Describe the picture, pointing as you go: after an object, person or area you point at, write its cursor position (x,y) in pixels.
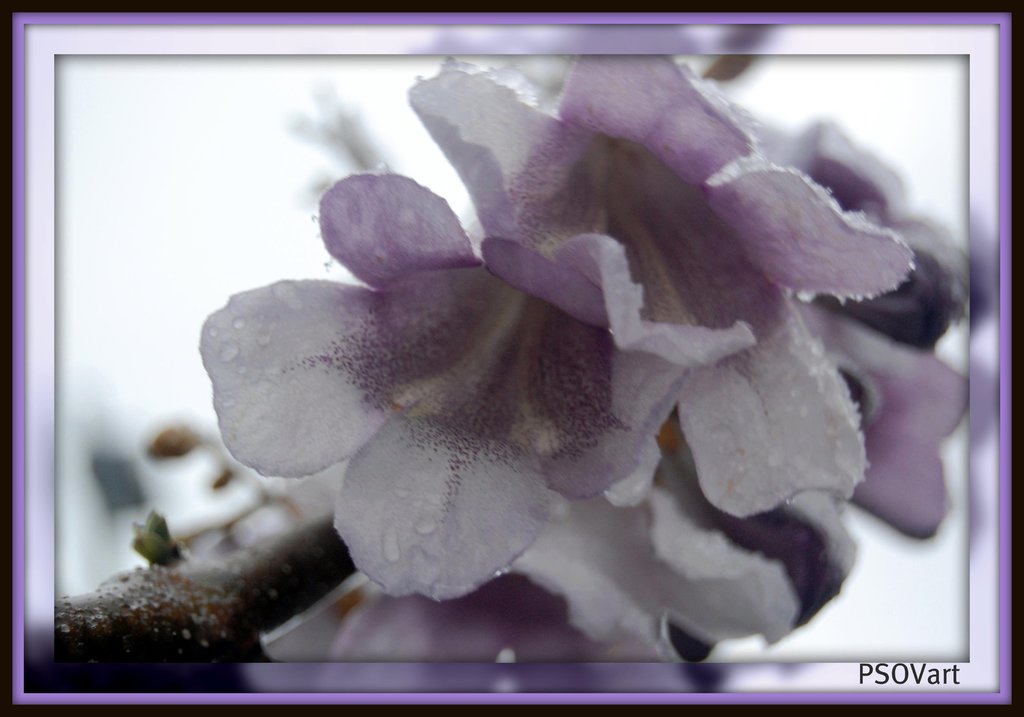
In this picture I can see the white flowers (748,319) on the plant (401,434). On the left (113,235) I can see the sky (179,249). In the bottom right corner (871,675) there is a watermark (882,663).
